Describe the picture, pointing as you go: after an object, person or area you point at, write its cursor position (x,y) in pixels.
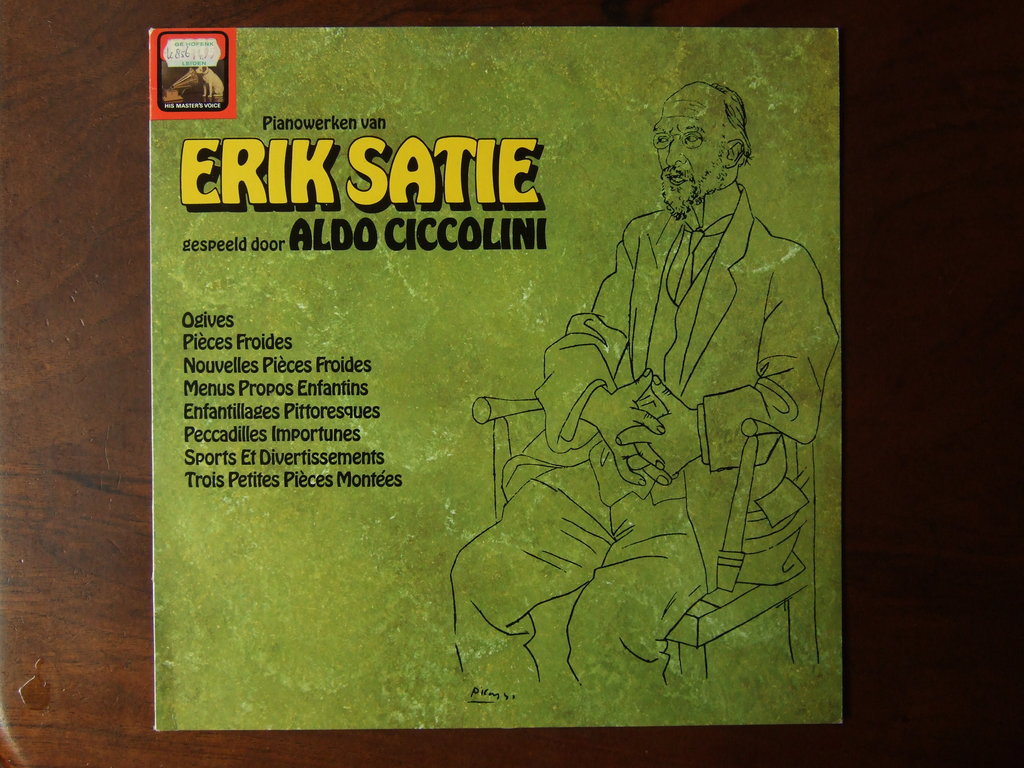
In this picture there is a table (964,358), on that table (1007,419), we can see a paper (413,350). On that paper (572,463) there is a painting (727,278) of a man (756,398) sitting on the chair (722,623). On the left side (18,686), we can also see a water drop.
